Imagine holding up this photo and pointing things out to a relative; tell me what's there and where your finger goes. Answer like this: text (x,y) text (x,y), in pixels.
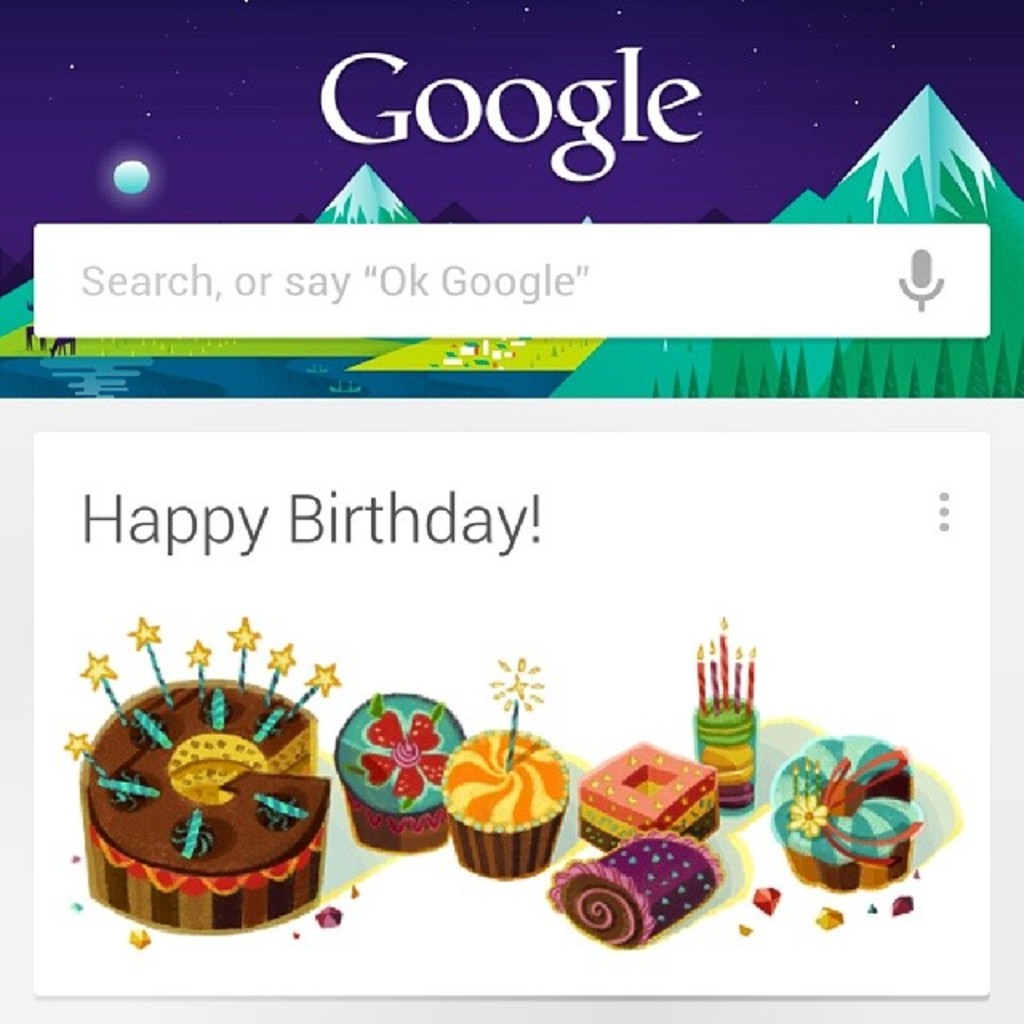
In this picture there is a poster (824,744). At the bottom (877,753) I can see the animated image (817,881) of the cakes (655,770) and candles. At the top (480,253) I can see the search box (428,270).
